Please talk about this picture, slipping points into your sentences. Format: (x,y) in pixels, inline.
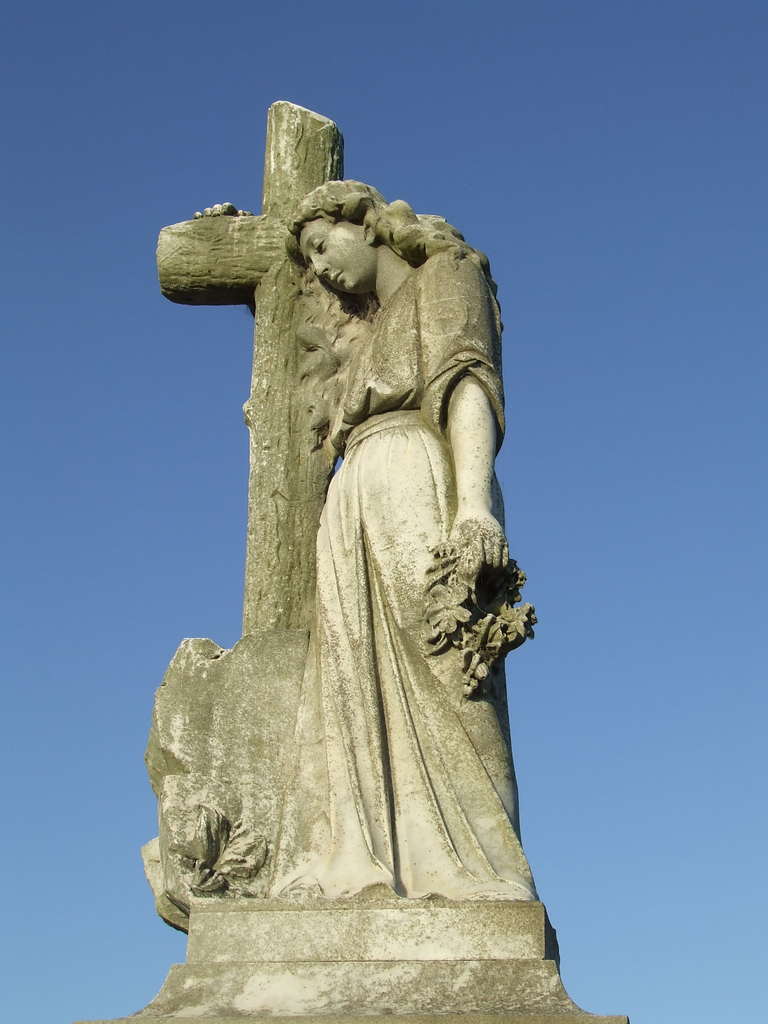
In this picture I can see a statue (271,491) of a human (355,417) and I can see a blue sky (493,125) in the background (31,63).
